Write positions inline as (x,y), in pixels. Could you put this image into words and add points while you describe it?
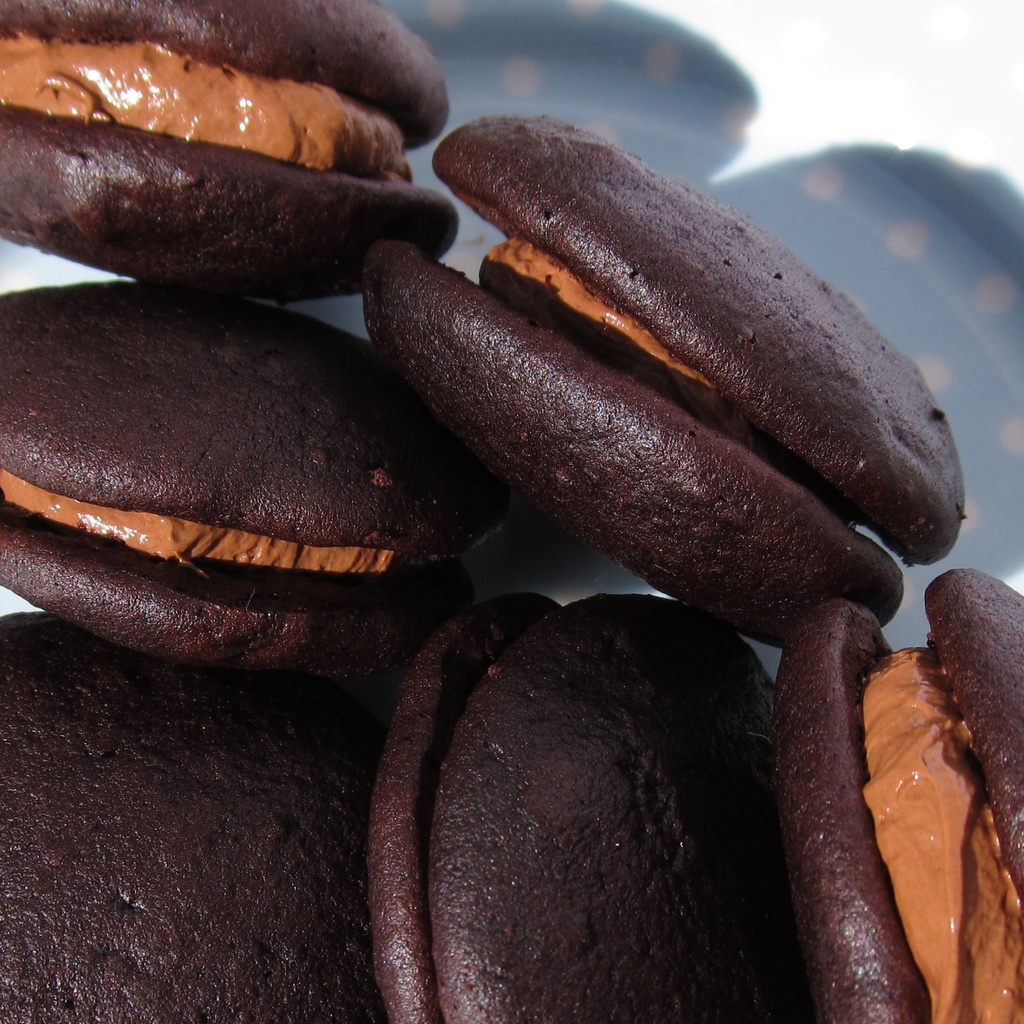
In this image we can see a food item (499,524) which looks like cookies (713,770).
